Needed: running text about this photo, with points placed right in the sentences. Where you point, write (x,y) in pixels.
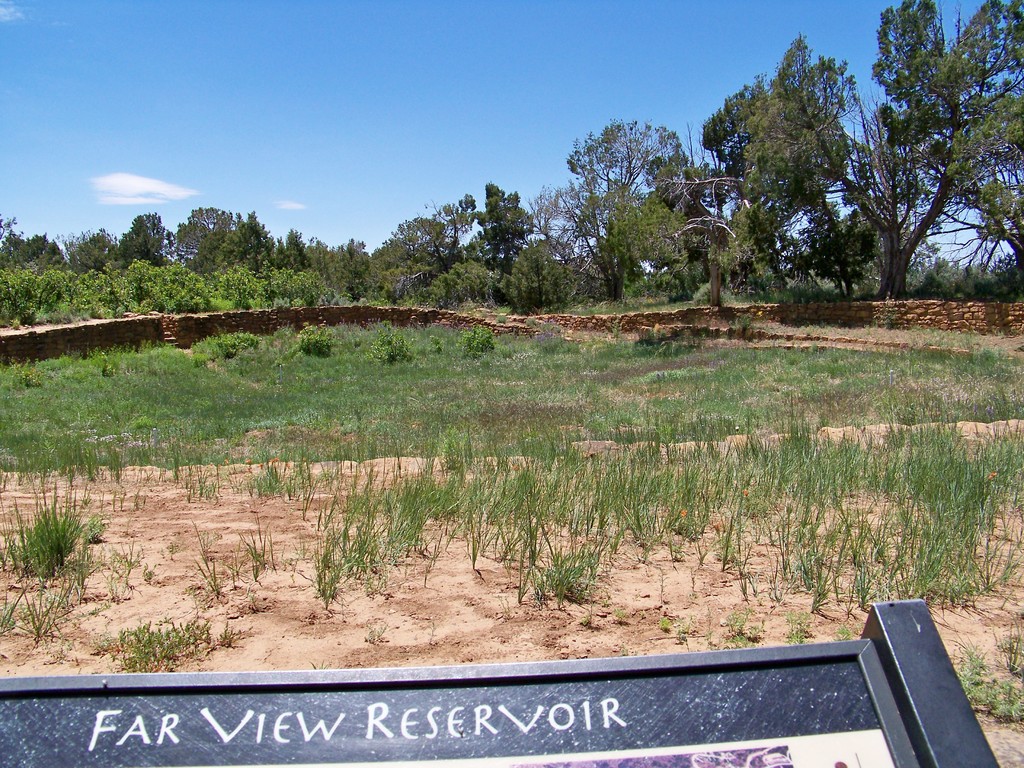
In this image we can see grass (374,436), ground (309,546), trees (524,266), stone fencing (705,318), sky (347,199) and clouds (133,182). At the bottom of the image (633,717) there is a board (598,717).
